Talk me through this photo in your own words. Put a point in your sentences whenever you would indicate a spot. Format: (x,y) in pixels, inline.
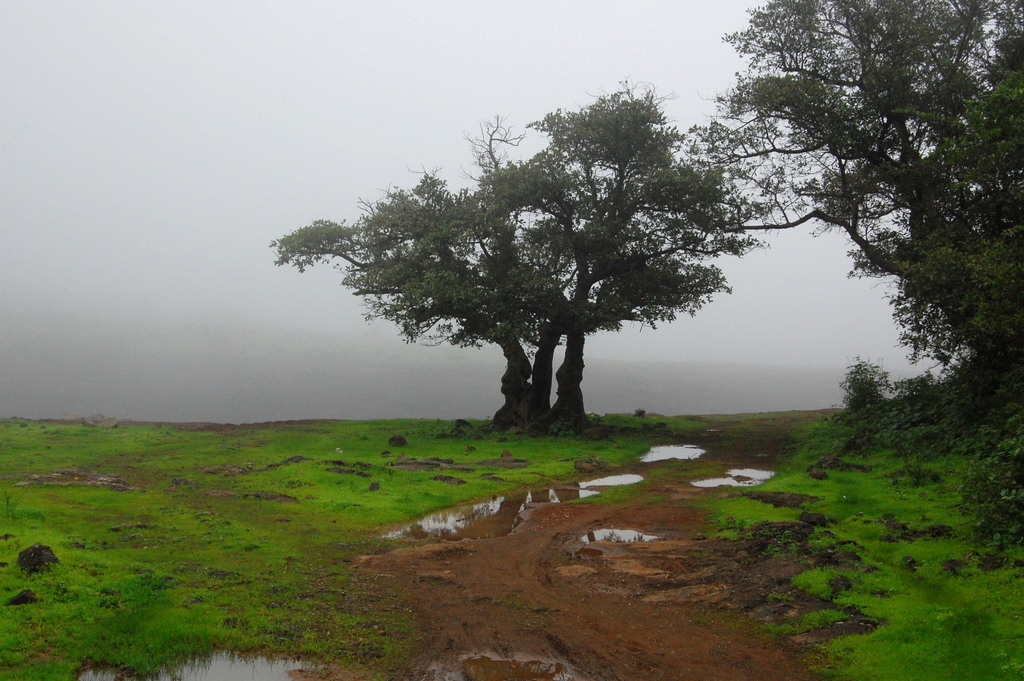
In this picture, we can see the ground (546,531), some water (542,495) on the ground (677,516), we can see grass (412,498), trees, plants (974,498) and the sky (293,275).
